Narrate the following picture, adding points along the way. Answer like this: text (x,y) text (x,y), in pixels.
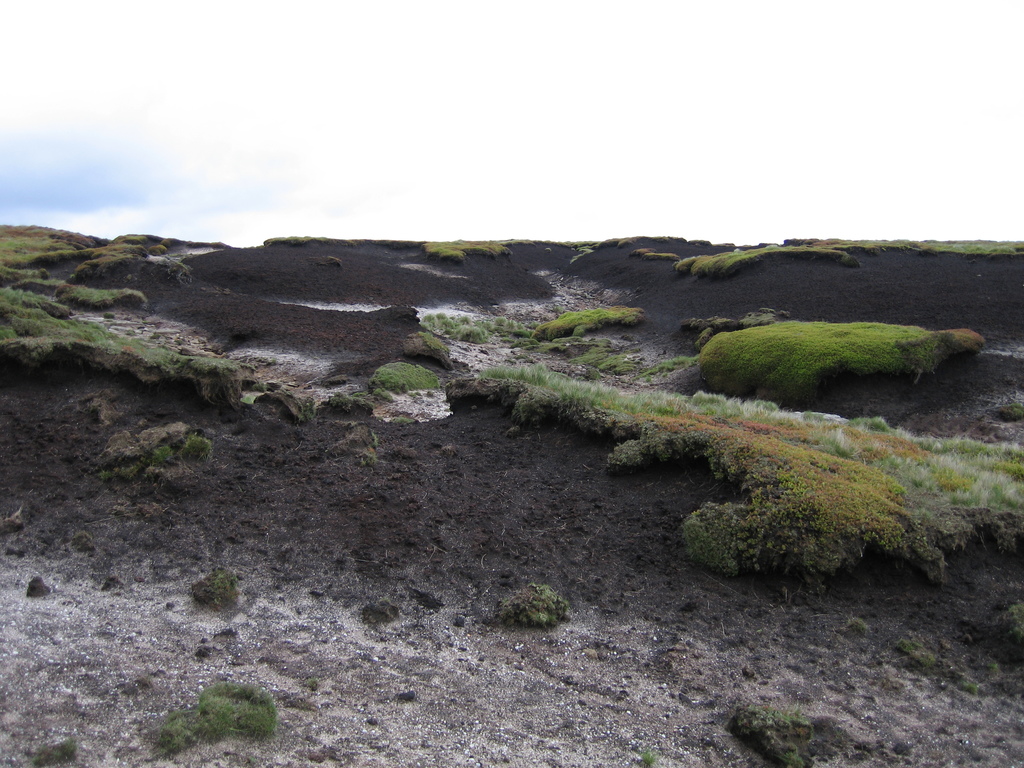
This image is taken outdoors. At the top of the image (274,118) there is a sky (447,140) with clouds (672,137). At the bottom of the image (883,663) there is a ground (117,354) with grass (604,368) on it.
